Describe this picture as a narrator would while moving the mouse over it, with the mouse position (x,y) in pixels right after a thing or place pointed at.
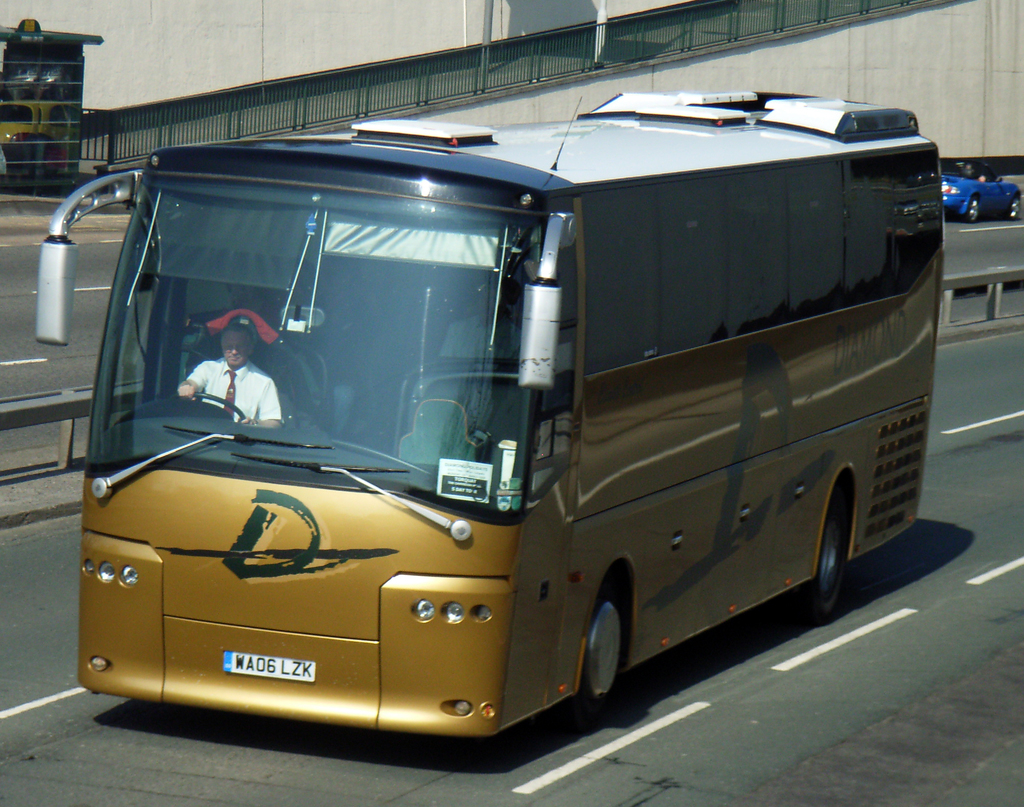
In this image I can see a person (227,393) driving a bus (205,357), wearing a white shirt (239,374) and a tie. There is a blue car (987,189), railing (129,152) and a building (614,3) at the back (444,75).
